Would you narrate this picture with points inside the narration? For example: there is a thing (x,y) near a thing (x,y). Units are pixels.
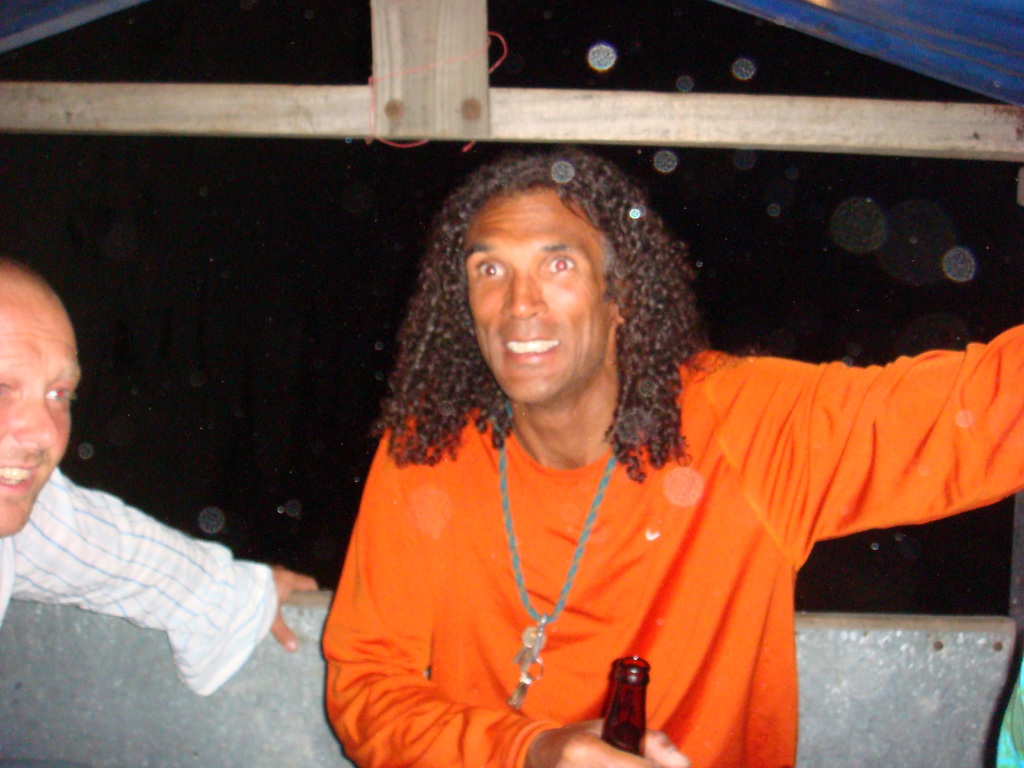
In the left (23,275), a person (264,587) half visible. In the right middle (940,397), a person (837,508) is standing and holding a bottle (624,674) in his hand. The background (792,212) is dark in color. On the top left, tin shed (973,46) blue in color visible. This image is taken during night time.
